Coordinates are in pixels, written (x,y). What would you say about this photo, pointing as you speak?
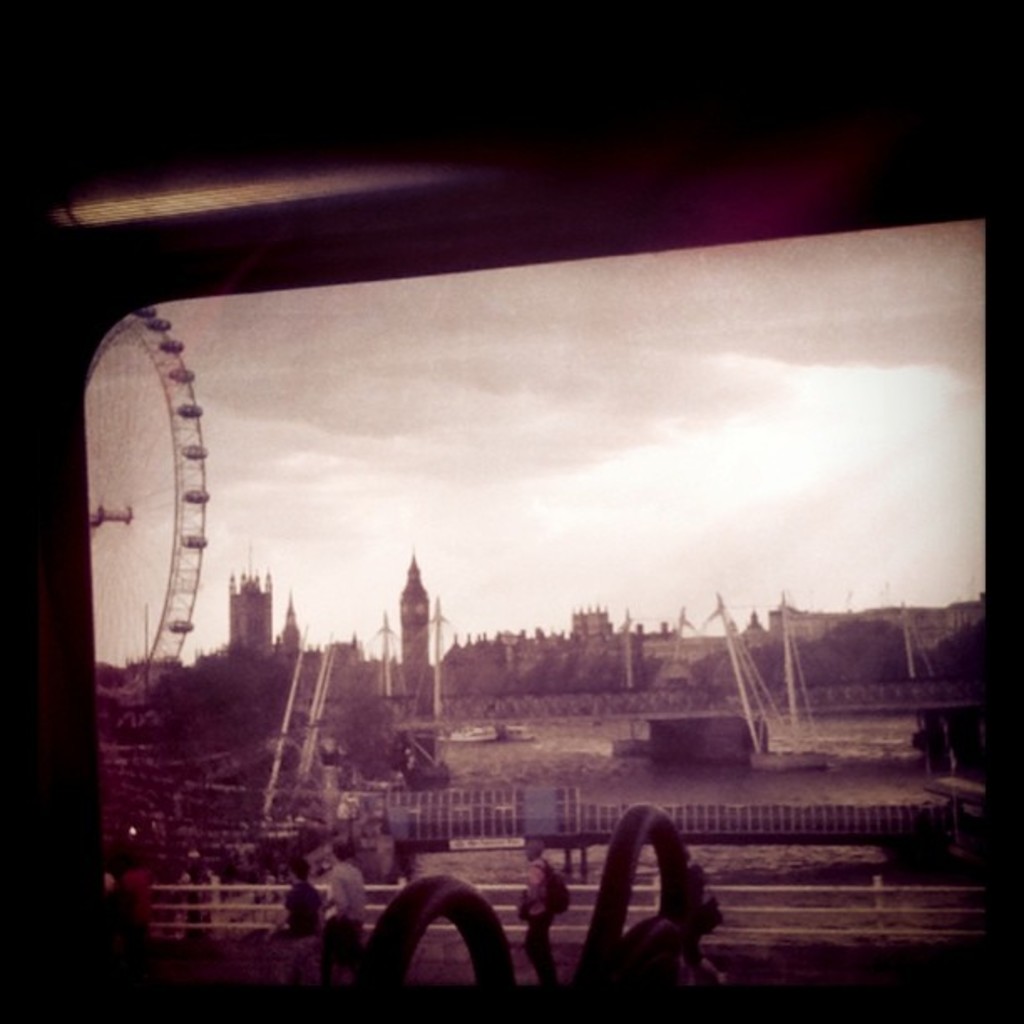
This is a black and white image, in this image there is a road (456,939), on that road (807,953) people (347,915) are walking in the background (784,383) there are poles (286,726), giant wheel (173,577) and a sky (218,533).
